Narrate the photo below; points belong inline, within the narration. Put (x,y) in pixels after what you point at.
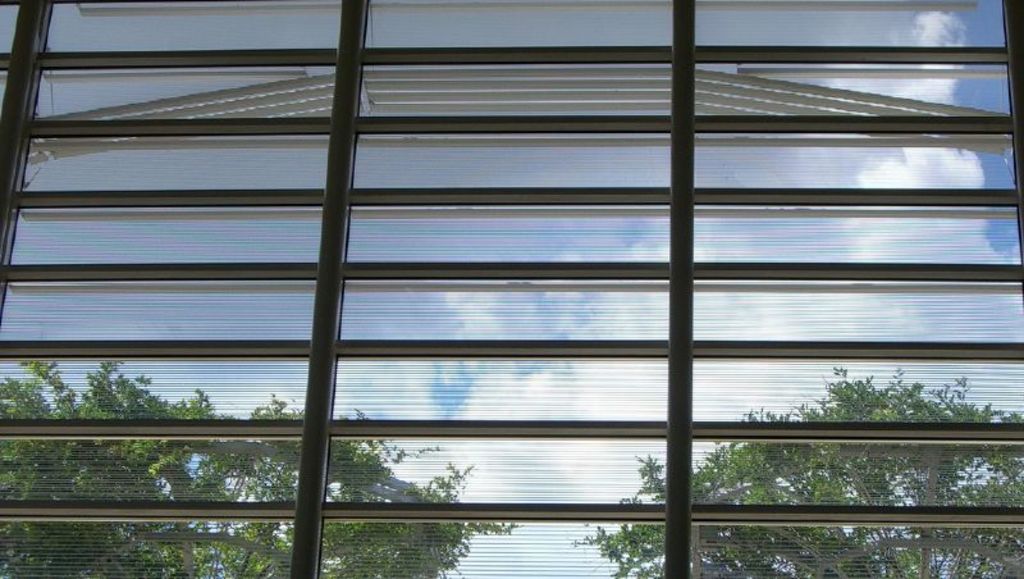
In this picture, we see a glass window (170,324) from which we can see trees (812,551), clouds (529,403) and the sky (562,404).
